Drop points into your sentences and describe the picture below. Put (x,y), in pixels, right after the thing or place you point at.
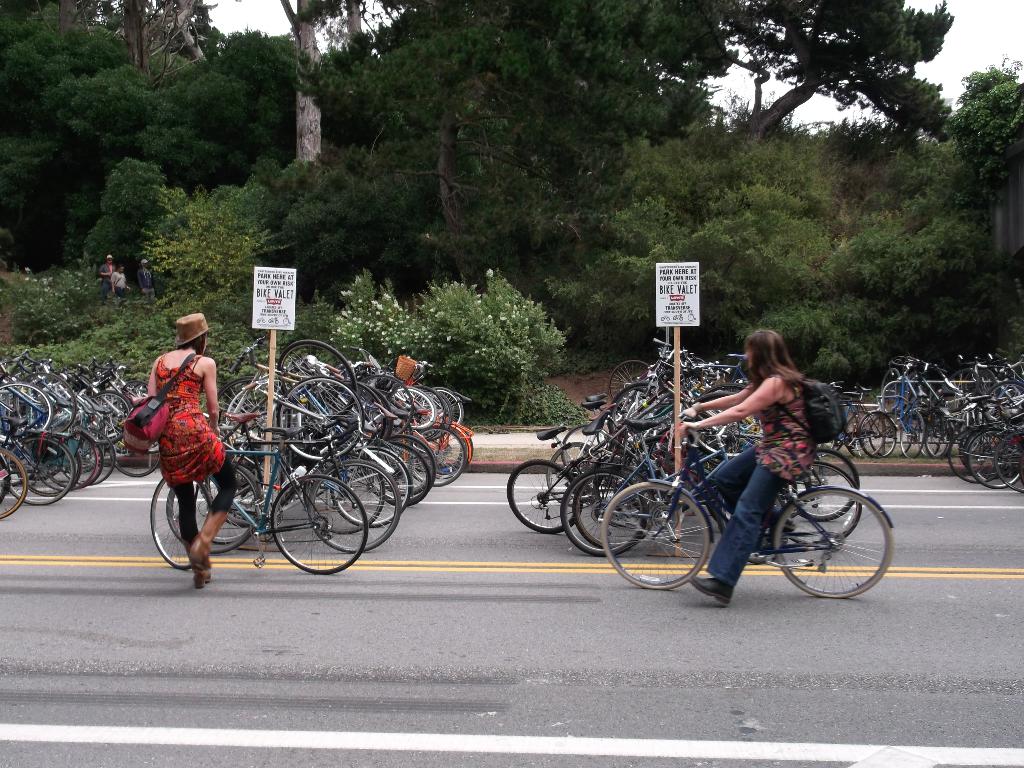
In this picture there are trees (270,86) at the center of the image (596,257) and it seems to be bicycle parking area (299,390) and there are two girls (782,354) they are also parking the bicycles (670,425) in the area (638,473), it is a day time.
